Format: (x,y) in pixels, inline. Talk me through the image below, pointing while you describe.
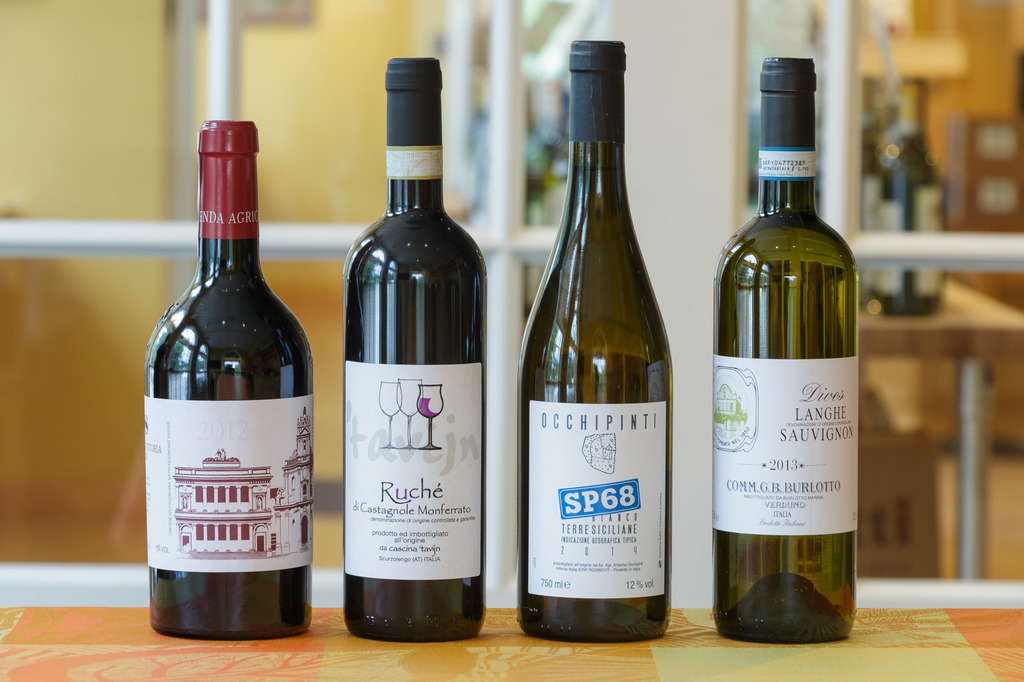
In this picture I can see few bottles (828,299) on the tables (383,645) and looks like a inner view of a room (693,444).
